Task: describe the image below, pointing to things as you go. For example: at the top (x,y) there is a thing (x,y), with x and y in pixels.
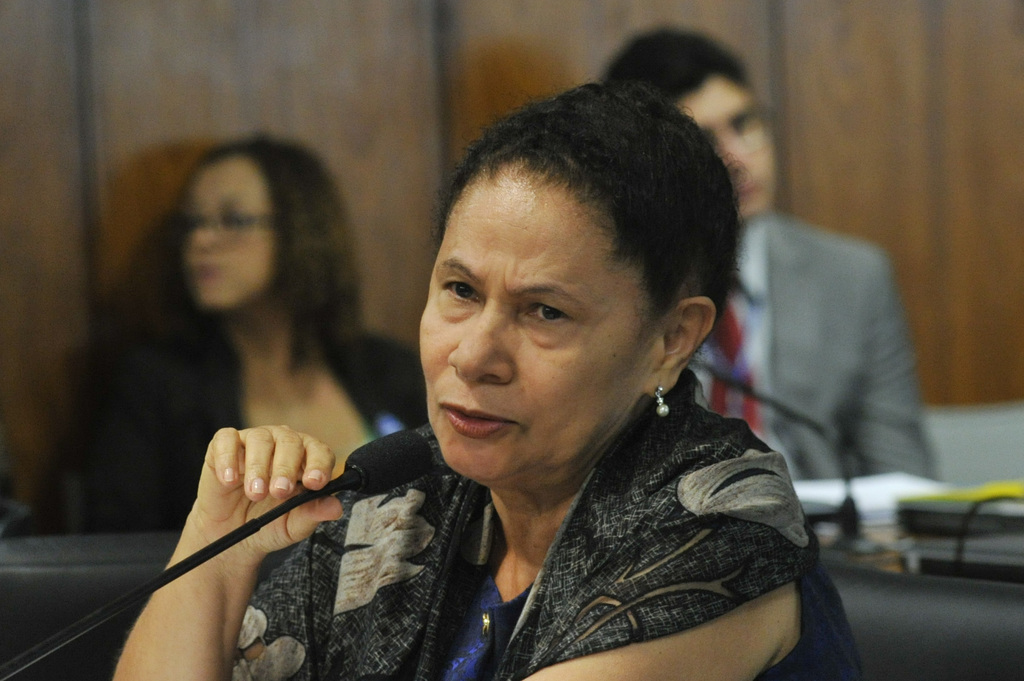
There is a woman (469,655) in violet color t-shirt (458,649), wearing a scarf (441,524), sitting on the chair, holding a mic (315,493) and speaking. In the background (739,126), there is a man (761,142) and woman (127,368) sitting on a chair (942,449), near a wooden wall (833,61) and in front of a table (881,532), on which, there is a mic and books (977,493).
